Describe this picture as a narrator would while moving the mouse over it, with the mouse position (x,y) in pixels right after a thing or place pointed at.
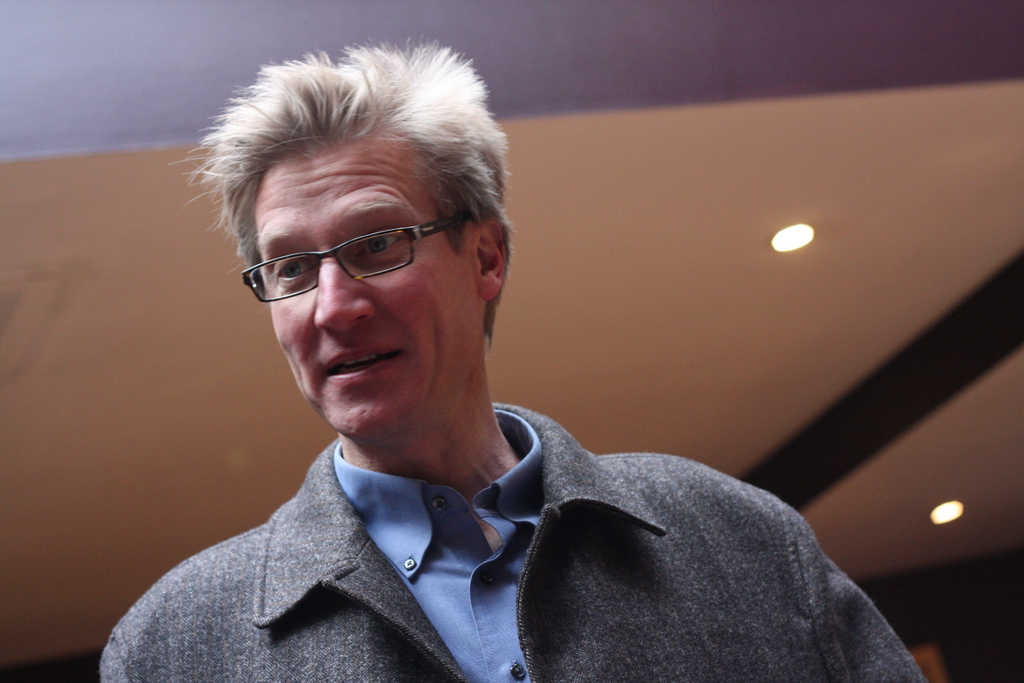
In this picture we can see a man (583,568) is smiling in the front (446,366), he is wearing spectacles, we can see the ceiling (965,289) and lights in the background (783,305).
